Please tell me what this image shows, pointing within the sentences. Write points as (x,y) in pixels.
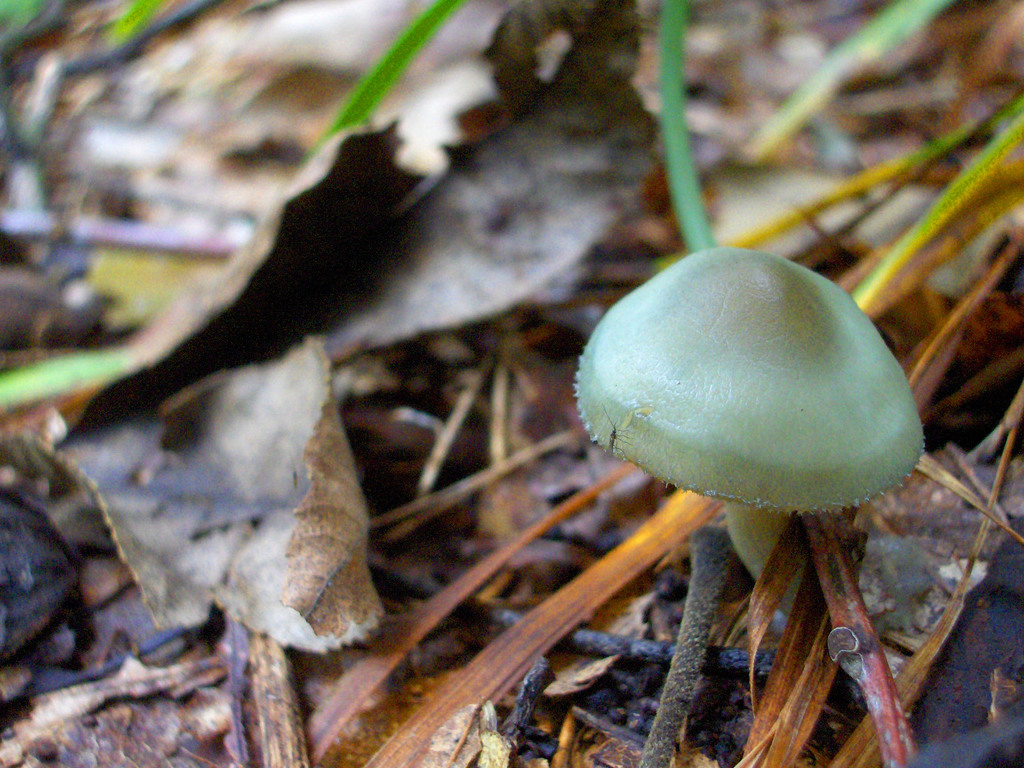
In this image there is a mushroom (761,356), in the background (568,138) there are leaves (516,282).
